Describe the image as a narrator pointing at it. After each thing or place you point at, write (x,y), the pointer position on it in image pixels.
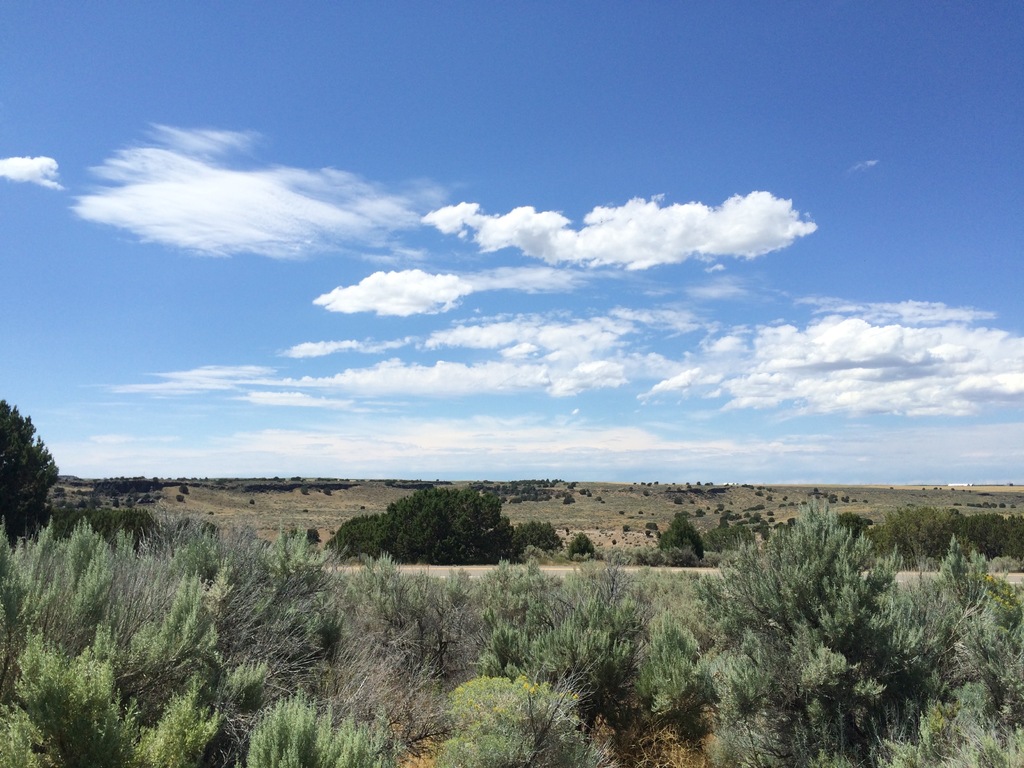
In this image I can see few trees (9,493), plants (71,760) and the sky (489,220) is in blue and white color.
